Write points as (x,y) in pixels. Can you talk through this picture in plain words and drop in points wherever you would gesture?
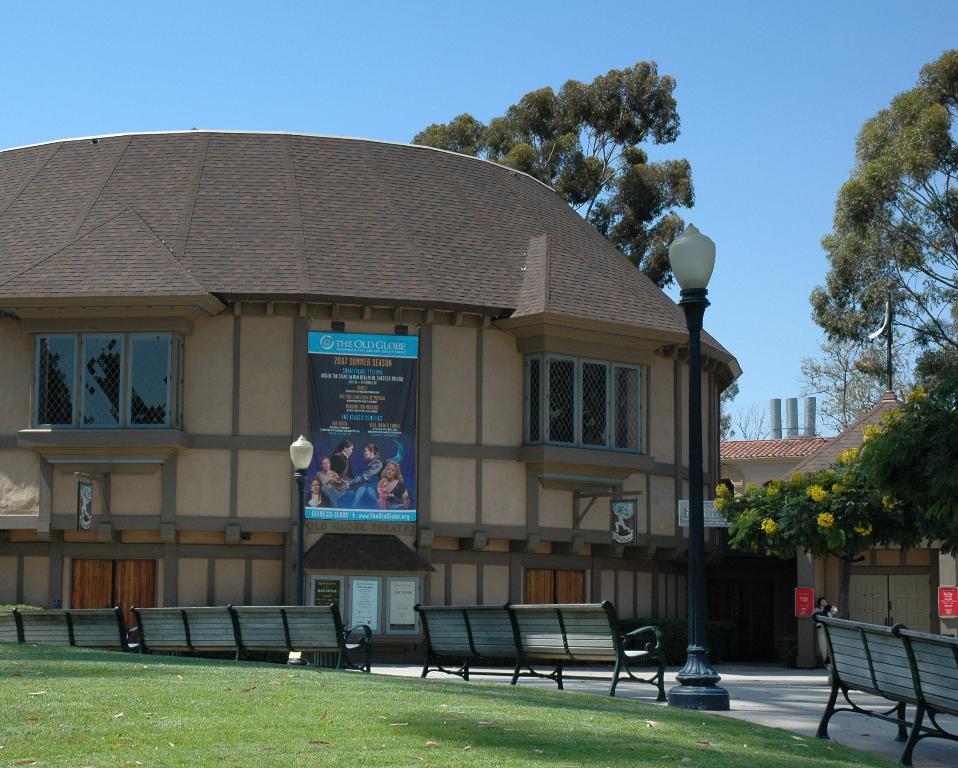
At the bottom of the image (214,734) on the ground (245,723) there is grass (183,702). Behind the ground (461,698) there are benches (894,656) and also there is a pole (699,298) with lamps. Behind them there is a building (440,369) with walls (517,400), windows (542,424) and posters (342,429). On the right side of the image (853,495) there is a tree (854,497) with flowers (854,454). Behind the tree (843,461) there is a house (817,578) with walls (833,574) and roofs (762,457). In the background (801,441) there are roofs (774,453). At the top of the image (684,100) there is sky (361,85).
